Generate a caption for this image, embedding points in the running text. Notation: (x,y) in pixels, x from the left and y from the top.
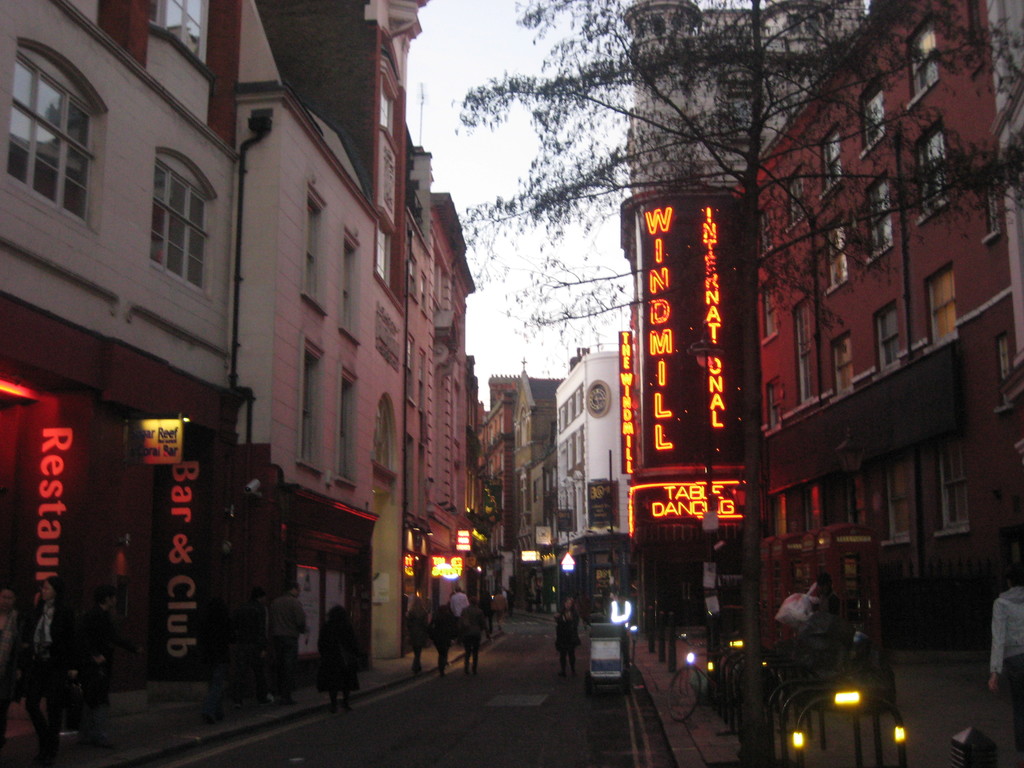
In this picture we can see the view of the road (535,632) with some persons (568,614) walking on the road (529,622). On both the side there are some buildings (462,401), shops (331,560) and trees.
